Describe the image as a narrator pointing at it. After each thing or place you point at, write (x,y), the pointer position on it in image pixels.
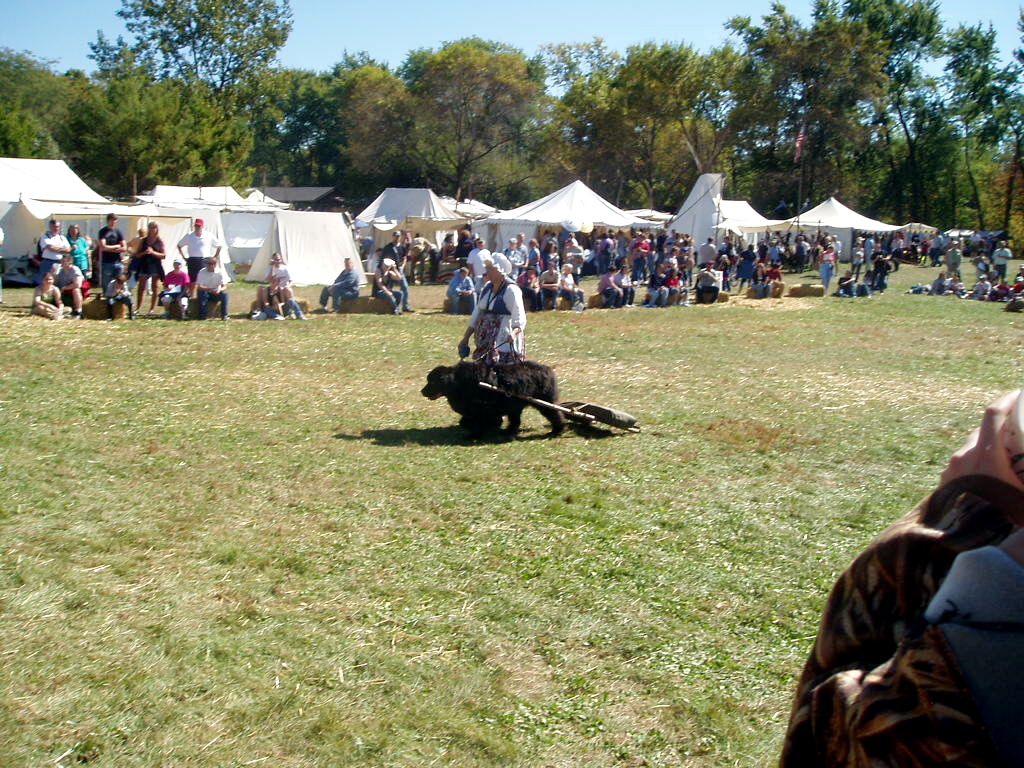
This picture shows few people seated and few are standing and we see a woman (513,300) holding a dog (506,365) with the help of a string (494,351) and we see a dog (550,416) pulling a weight (623,424) on the back (566,401) and we see grass (462,500) on the ground (413,502) and trees (119,111) and few tents (242,248) and we see a blue clear sky (627,11).
